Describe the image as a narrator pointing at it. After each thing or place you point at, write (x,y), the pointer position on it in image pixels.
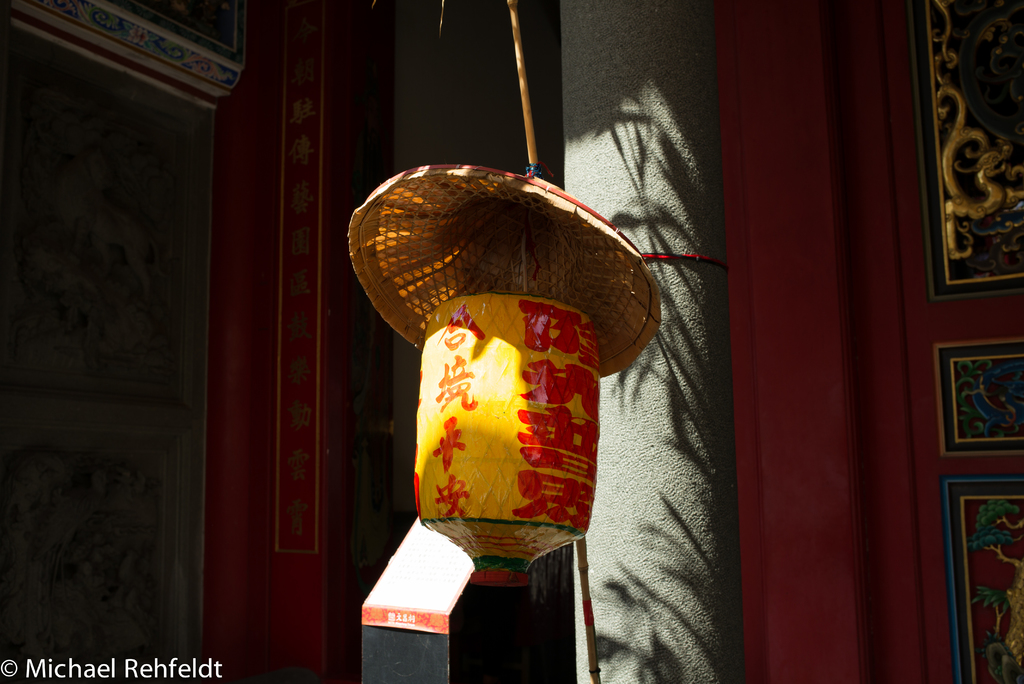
This picture contains a wooden lampshade (543,345). Behind that, we see a pillar (646,156) and behind the pillar (627,444), we see a wall (773,454) in brown color. On the left side of the picture (103,265), we see a door (87,230) in black color.
